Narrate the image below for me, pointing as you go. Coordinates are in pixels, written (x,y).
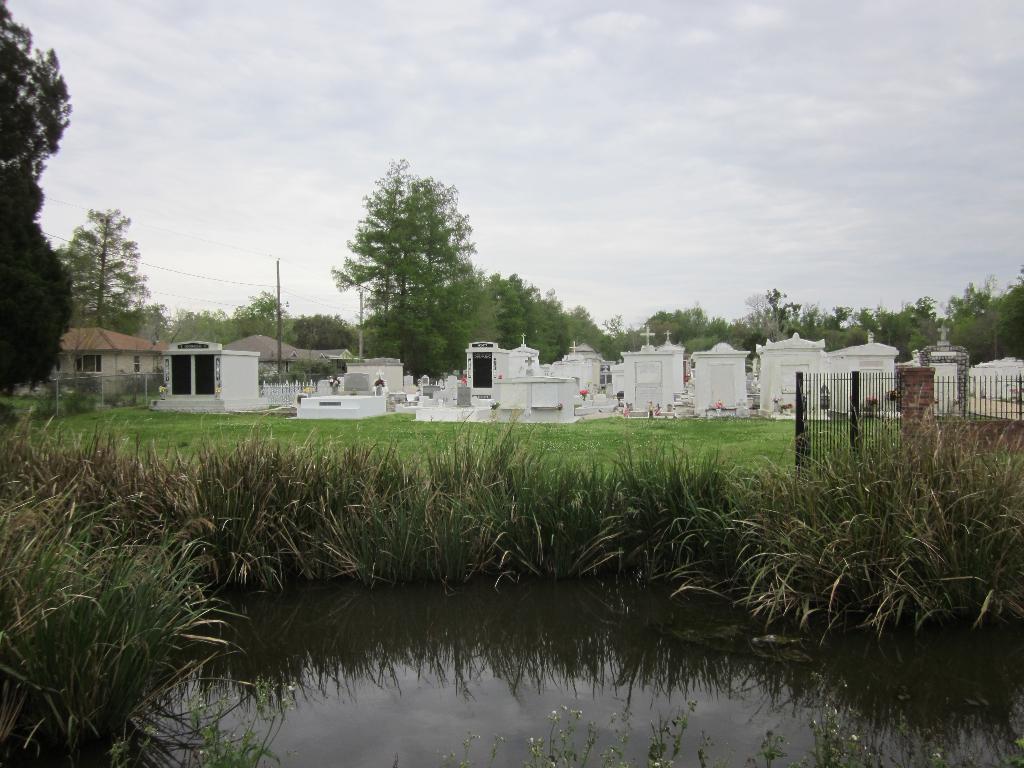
In this image we can see the graveyard (418,390), trees (31,224), water (568,587), grass (46,721) and in the background (318,135) we can see the sky (314,178).
